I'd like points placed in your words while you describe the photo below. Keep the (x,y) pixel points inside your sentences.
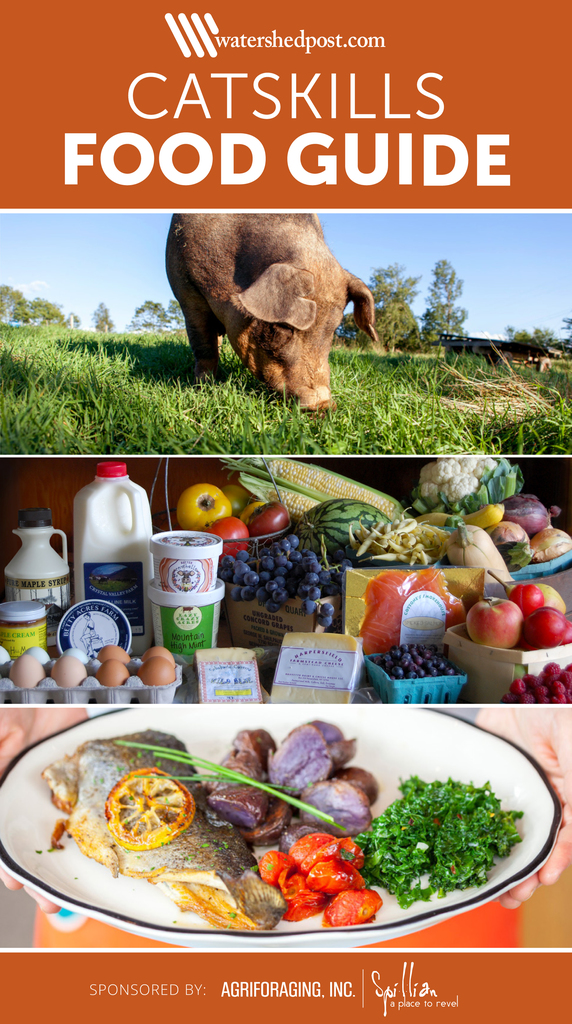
In this image, we can see a poster (279,209). We can see some text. We can also see an animal (308,255) and the ground (213,406) is covered with grass (21,419). We can also see some food items (368,530). We can also see the hands (29,724) of a person (567,808) holding a container (38,754) with some food items (333,800).
